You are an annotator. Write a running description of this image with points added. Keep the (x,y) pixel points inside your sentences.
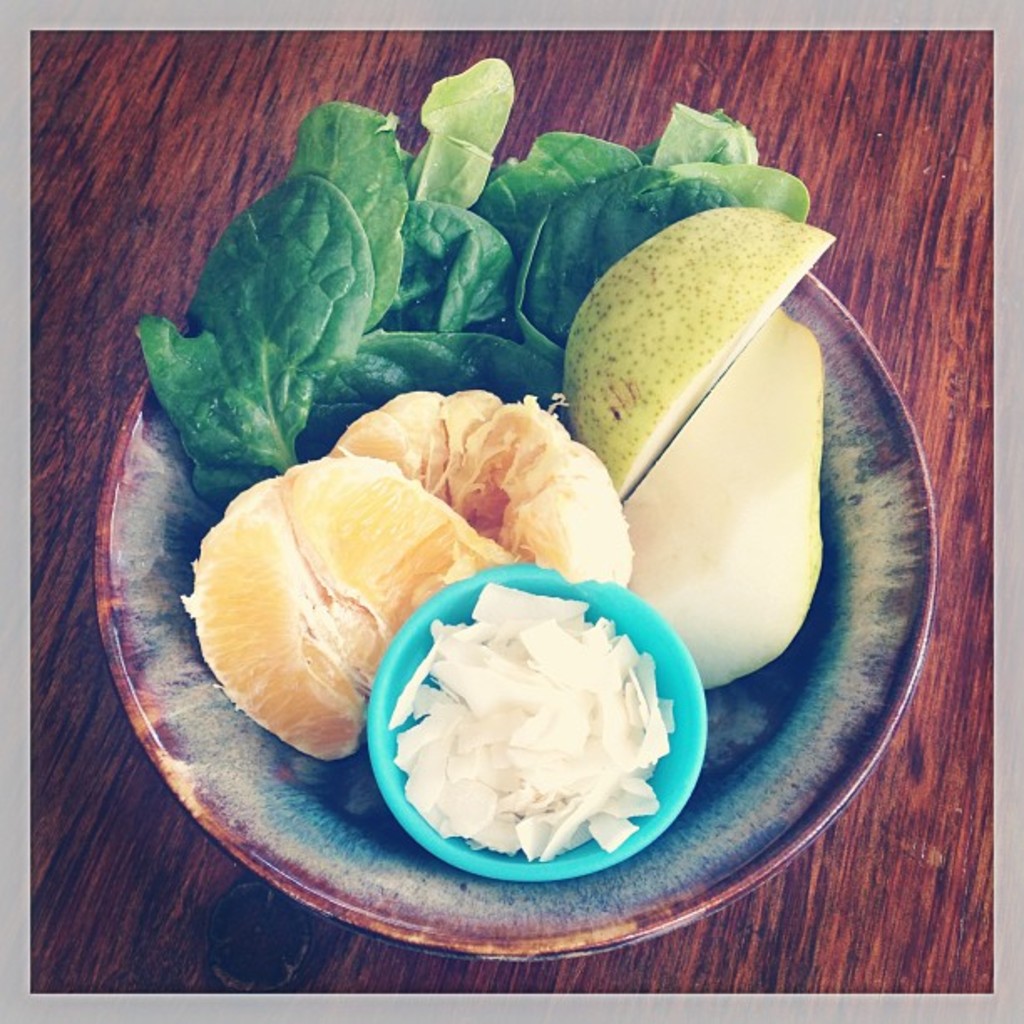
The picture consists of a wooden table (196,924), on the table (180,835) there is a bowl (918,586), in the bowl (795,353) there are fruits (292,472), leaves (304,420) and some other food items (510,713).
